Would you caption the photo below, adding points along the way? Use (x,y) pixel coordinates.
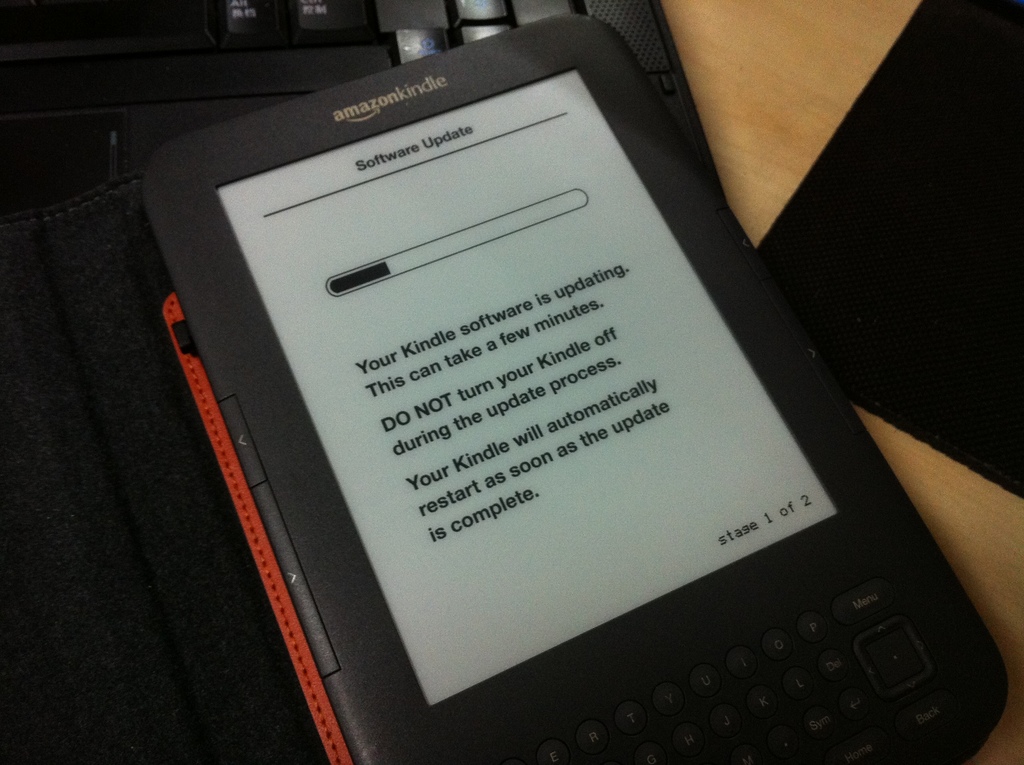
In this picture we can see a tablet (207,129) and a keyboard (567,12). This keyboard (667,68) is on a wooden table (825,132).
